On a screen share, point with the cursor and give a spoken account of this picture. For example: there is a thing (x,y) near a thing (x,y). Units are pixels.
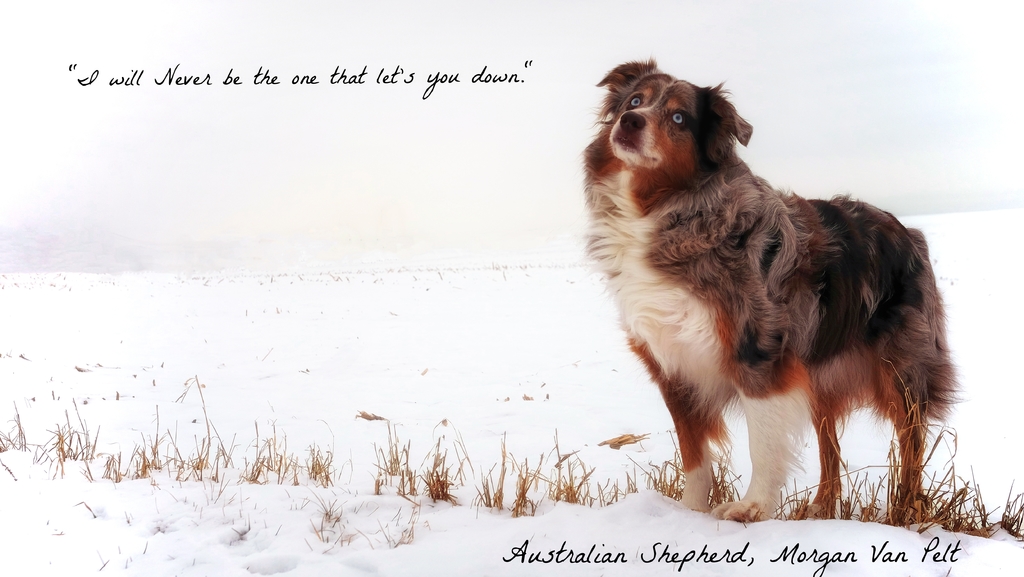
There is a dog (680,366) standing on the snow (515,425) and it is an edited image, some quotation (349,82) is written above and below the picture.
